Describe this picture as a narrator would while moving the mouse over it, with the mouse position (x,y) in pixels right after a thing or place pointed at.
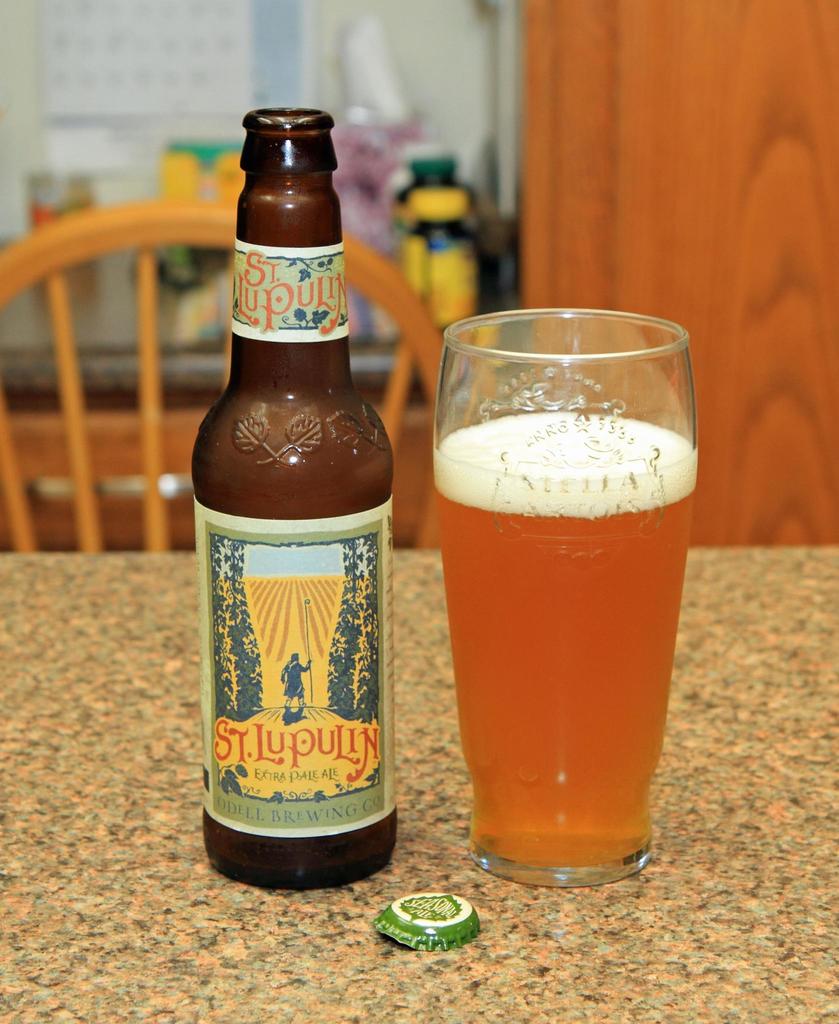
There is a bottle (233,389) and a glass (545,542) on a table (438,572) in the foreground area of the image (45,834), there is a chair (55,275) and other objects (267,103) in the background (223,74).
